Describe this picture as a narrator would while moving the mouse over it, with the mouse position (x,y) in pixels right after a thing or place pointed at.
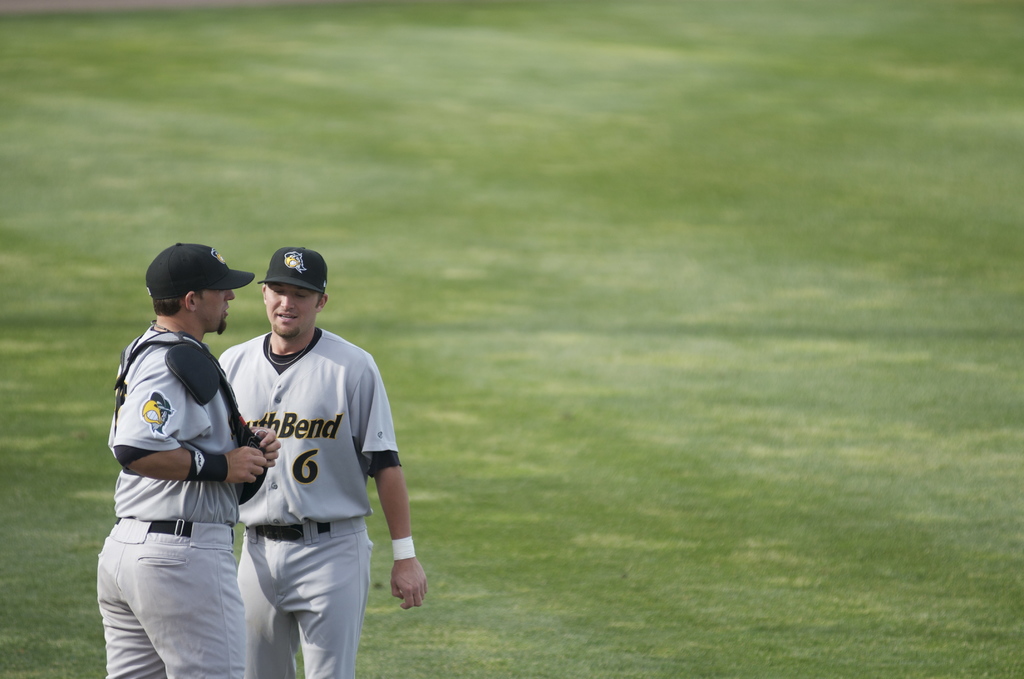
In this image we can see two persons (304,515) wearing white color dress (217,482), black color cap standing in the ground (388,615) and we can see lawn (376,604).
